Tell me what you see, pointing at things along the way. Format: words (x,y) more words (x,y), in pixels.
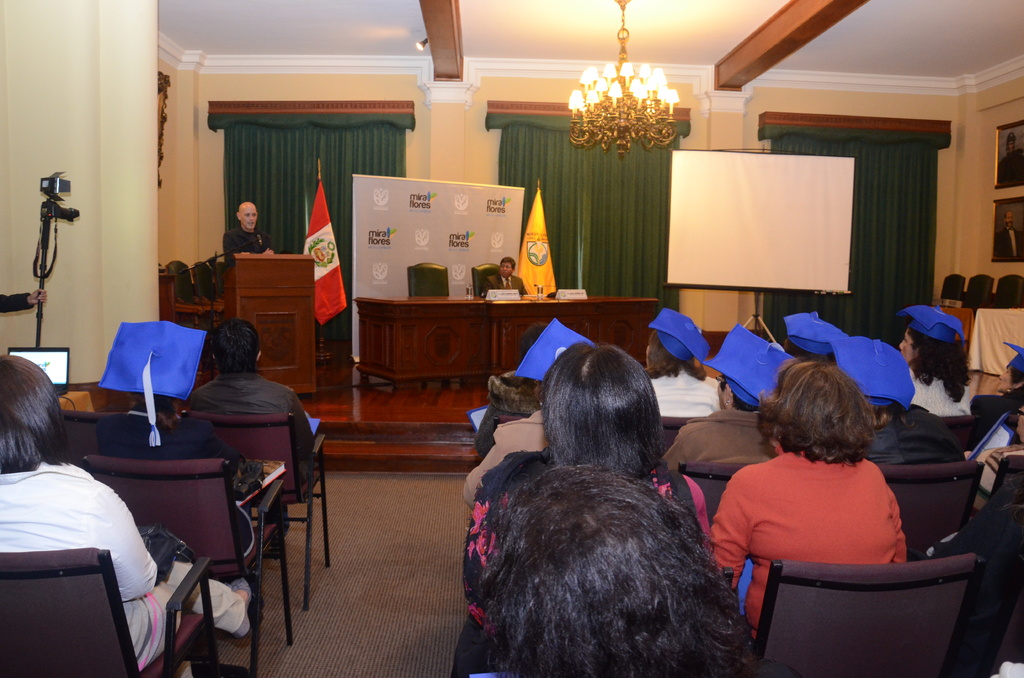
In this image, there are a few people (650,473). Among them, some people (763,564) are sitting and some people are on the stage (319,401). We can also see the podium (289,257) and a table (490,322) with some objects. We can also see a board (449,279) with some images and text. We can also see a projector screen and some flags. There are a few curtains (342,326). We can see the wall (183,247) with some photo frames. We can also see the light (634,130) attached to the roof (602,33). We can also see some chairs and a microphone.
